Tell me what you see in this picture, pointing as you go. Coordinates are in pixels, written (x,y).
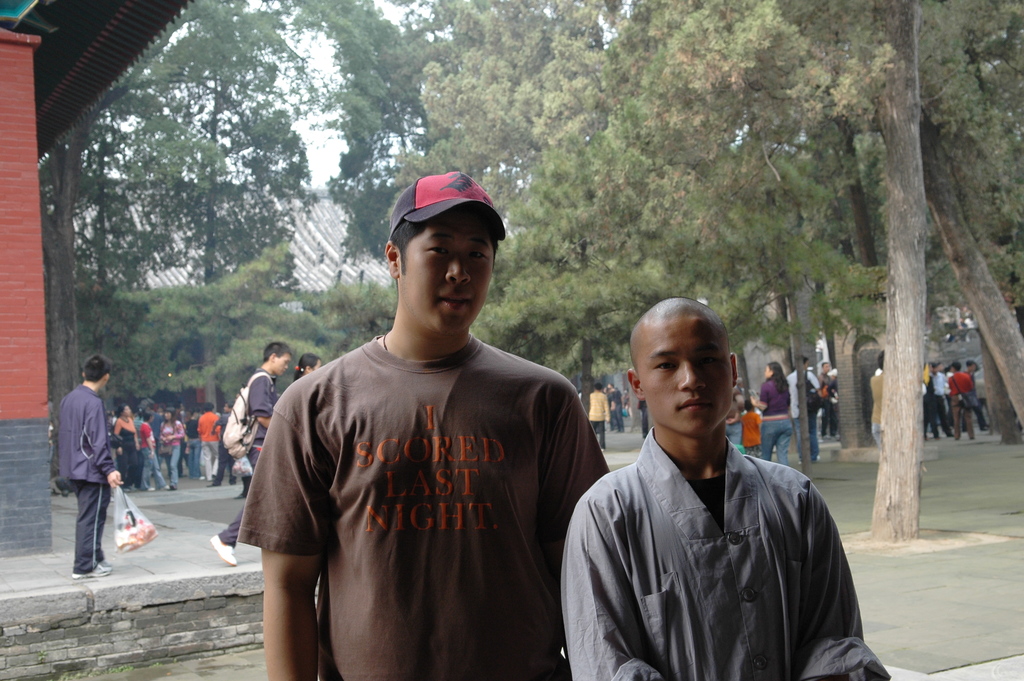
In the foreground (317,662) we can see two men (602,501). In the middle of the picture (623,353) there are trees (172,187), buildings (21,236), pavement (192,530) and lot of people (232,407). At the top (331,44) it is sky (326,150).
